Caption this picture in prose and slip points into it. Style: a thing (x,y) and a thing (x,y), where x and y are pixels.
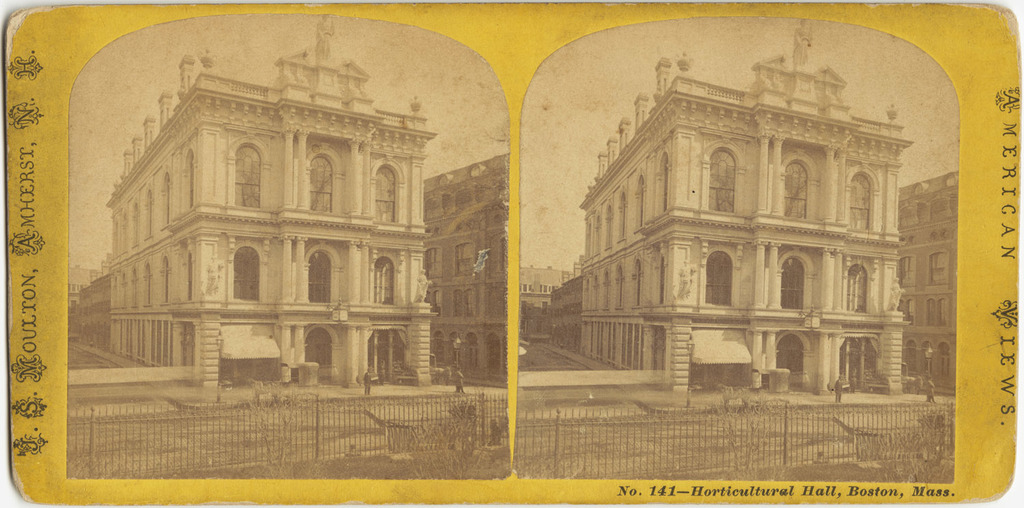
In the picture we can see a card (383,435) with two images (362,235) on it, in the first image (176,210) we can see a house building (160,207) with windows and near the house (193,204) we can see some people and a railing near to the house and beside also we can see another building (907,211) with windows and glasses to it and in the second image (569,309) also we can see a same building (805,338).
